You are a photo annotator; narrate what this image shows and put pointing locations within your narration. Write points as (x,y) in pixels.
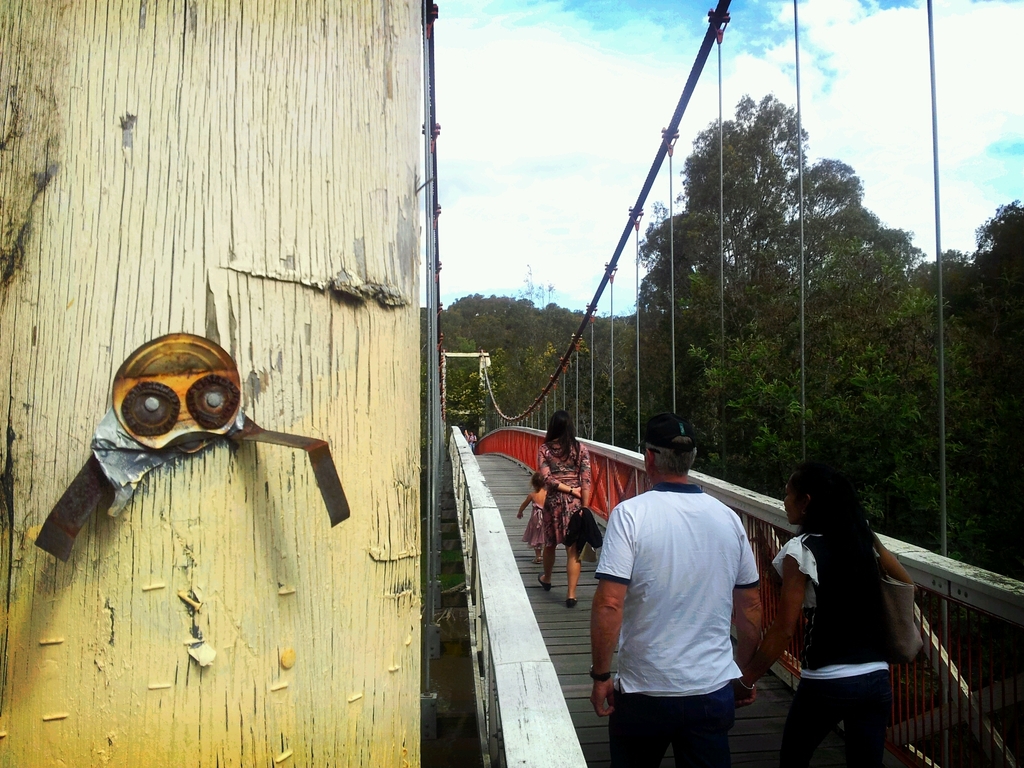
On the right side of the image (776,748) there is a bridge (739,738) and we can see people (641,567) walking. On the left (319,398) there is a wall (343,285). In the background (523,359) there are trees (728,129) and sky (725,103).
